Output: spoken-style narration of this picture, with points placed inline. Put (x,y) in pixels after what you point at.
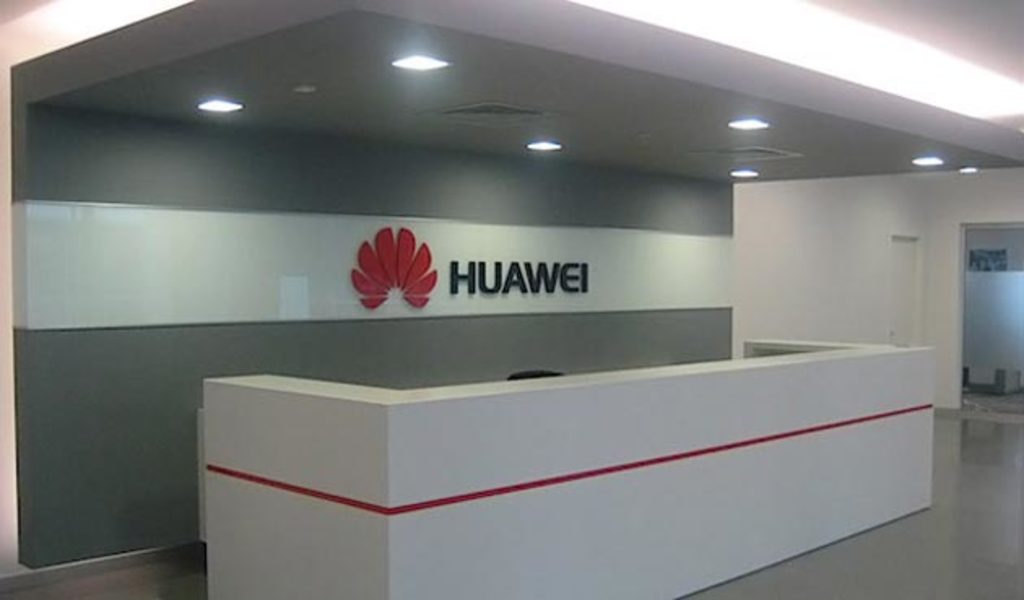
In this image there is a front room table (520,390) in bottom of this image (346,427) and there is a wall (345,315) in middle of this image (423,257) and there is text (584,271) with logo (407,257) in middle of this image (451,285). There are some lights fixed at top of this image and there is a door (971,276) at right side of this image (972,364).
